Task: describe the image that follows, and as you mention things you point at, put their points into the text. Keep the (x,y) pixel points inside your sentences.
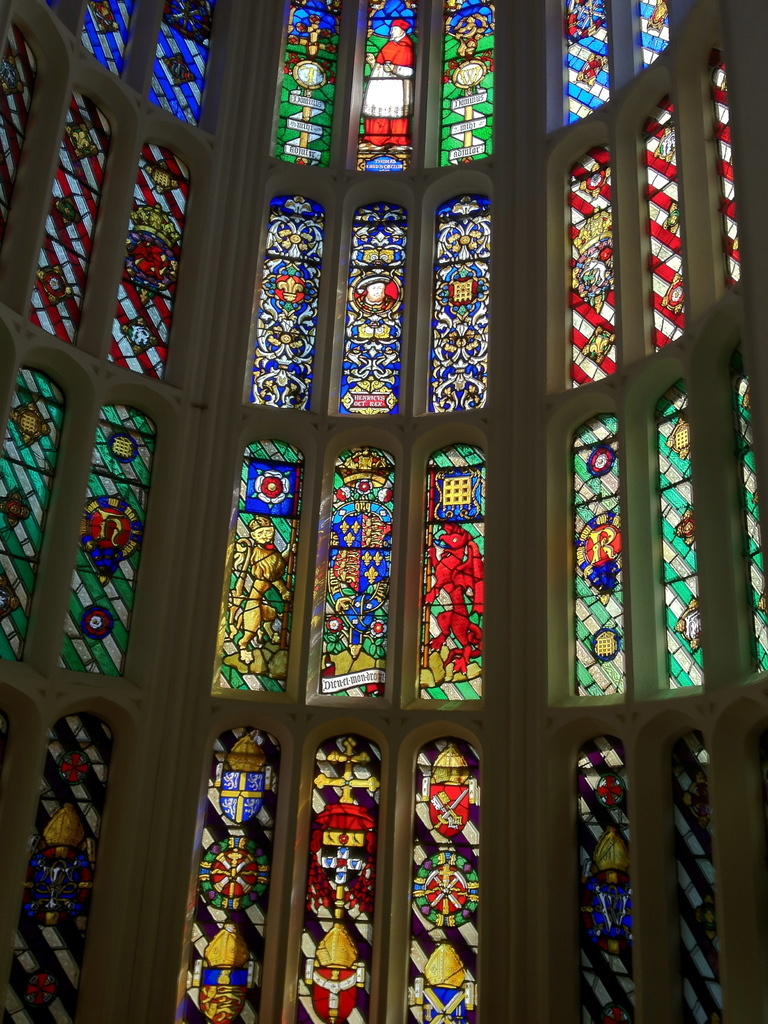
This picture seems to be clicked inside. In the center (508,615) we can see the wall (533,58) of a building (189,923) with the printed and colorful glasses (456,277).
